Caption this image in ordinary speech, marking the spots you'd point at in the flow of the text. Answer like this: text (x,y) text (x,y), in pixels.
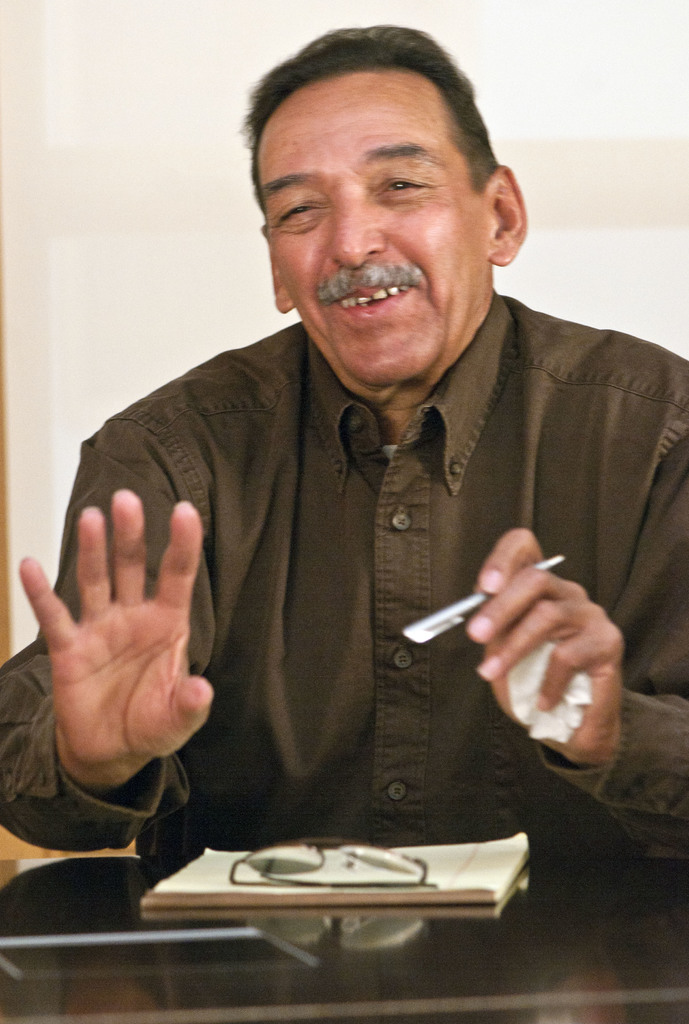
There is a person (580,347) in a shirt (332,404), holding a pen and paper (510,696) with one hand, smiling and sitting on a chair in front of a table (139,891). On which, there is a spectacle (262,861) on the book (199,873). In the background (194,192), there is white wall (645,182).
